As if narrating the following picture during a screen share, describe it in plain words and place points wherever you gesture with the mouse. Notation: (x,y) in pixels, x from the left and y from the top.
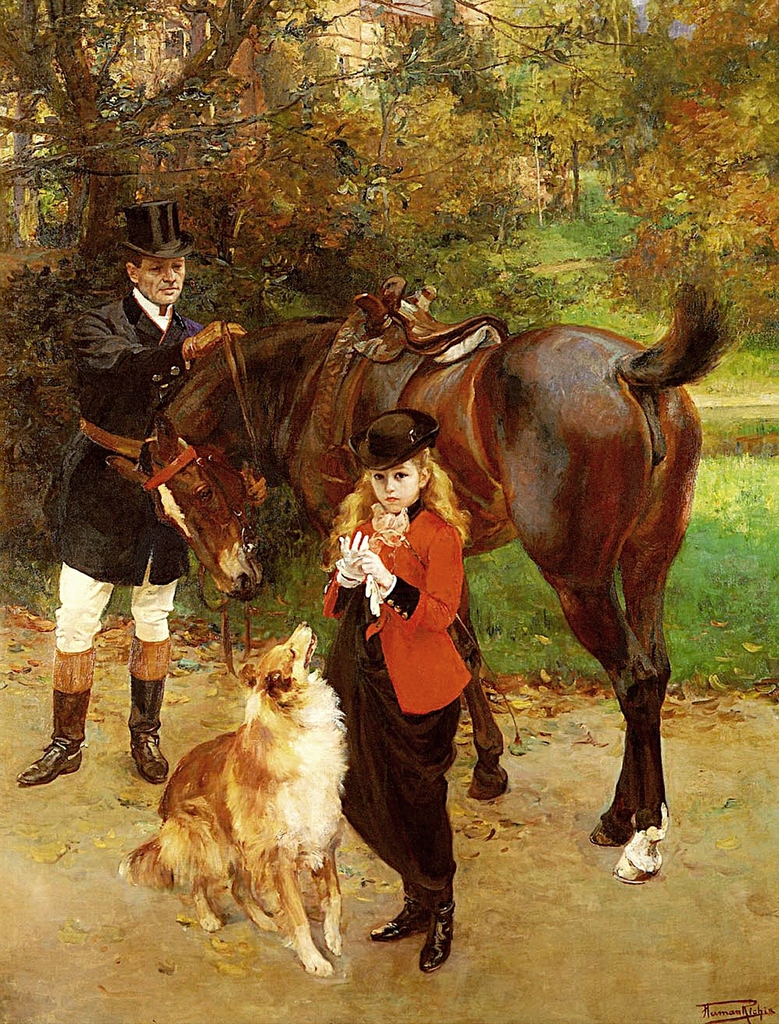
This is a painting. On the left side (114,480), there is a person (89,614) placing a hand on a neck (293,343) of a horse (631,510). Beside this horse (581,587), there is a girl (401,568) and a dog (243,861) on the ground (465,833). In the background (745,500), there are trees (746,8), plants (464,308) and grass (738,635) on the ground (687,685).
